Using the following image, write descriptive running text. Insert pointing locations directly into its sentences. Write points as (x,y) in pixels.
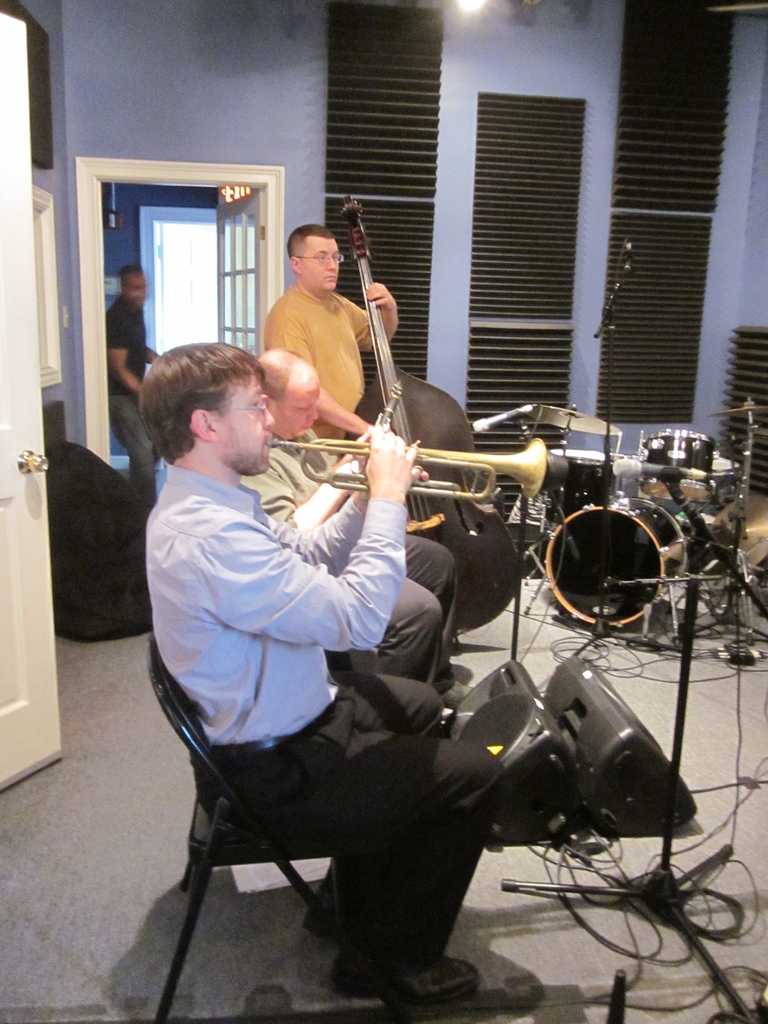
in this image there are three persons (351,560) are in middle of this image (430,433) and playing some instruments (413,434) and there are drums (598,537) at right side of this image (631,595) and there is a wall (211,104) in the background (487,201). there is one person (129,307) standing at left side of this image (139,314). There is one door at left side of this image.
